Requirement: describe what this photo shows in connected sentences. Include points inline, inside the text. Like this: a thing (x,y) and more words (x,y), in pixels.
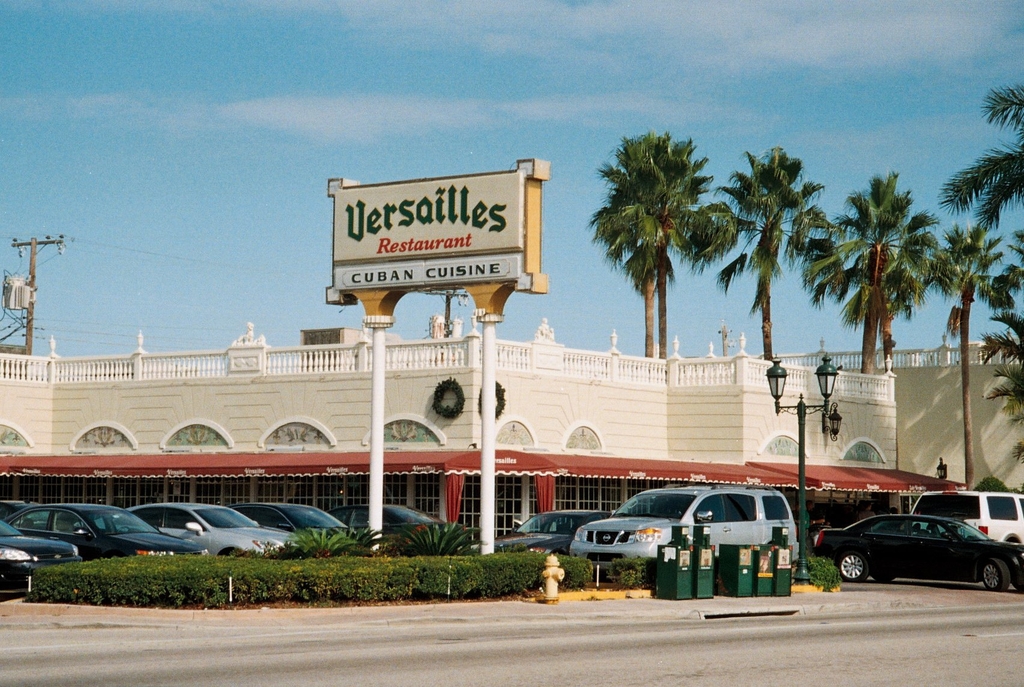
This image is taken outdoors. At the top of the image (189,166) there is the sky (569,119) with clouds (569,119). At the bottom of the image (619,635) there is a road (475,633). In the middle of the image (502,413) there is a building (355,400). There is a pole (15,244) with many wires (14,312). There are many trees (658,231) and plants (439,582). There is a board (405,237) with a text (375,210) on it. There are two pillars (485,481). Many cars (136,522) are parked in front of the building (389,481).
